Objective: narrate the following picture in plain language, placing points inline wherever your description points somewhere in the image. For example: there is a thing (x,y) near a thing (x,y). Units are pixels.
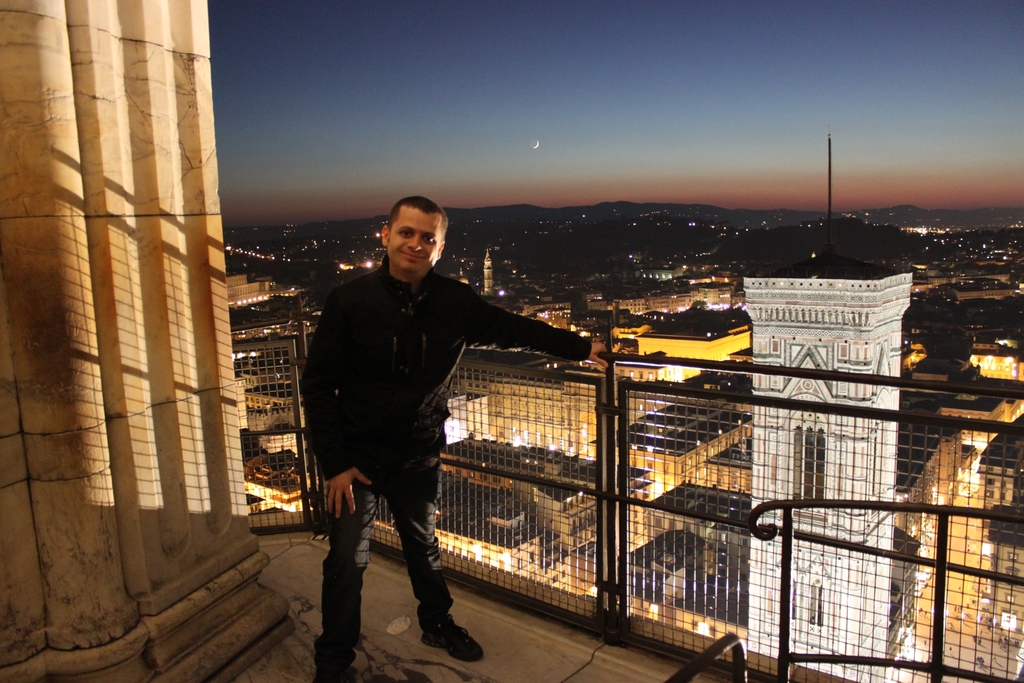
In this image we can see a person (388,406) wearing black color dress (369,447) standing near the fencing (467,572) and in the background of the image (525,316) there are some buildings (551,357), lights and there is clear sky (425,73) and sky (540,104) is in blue and orange color.
